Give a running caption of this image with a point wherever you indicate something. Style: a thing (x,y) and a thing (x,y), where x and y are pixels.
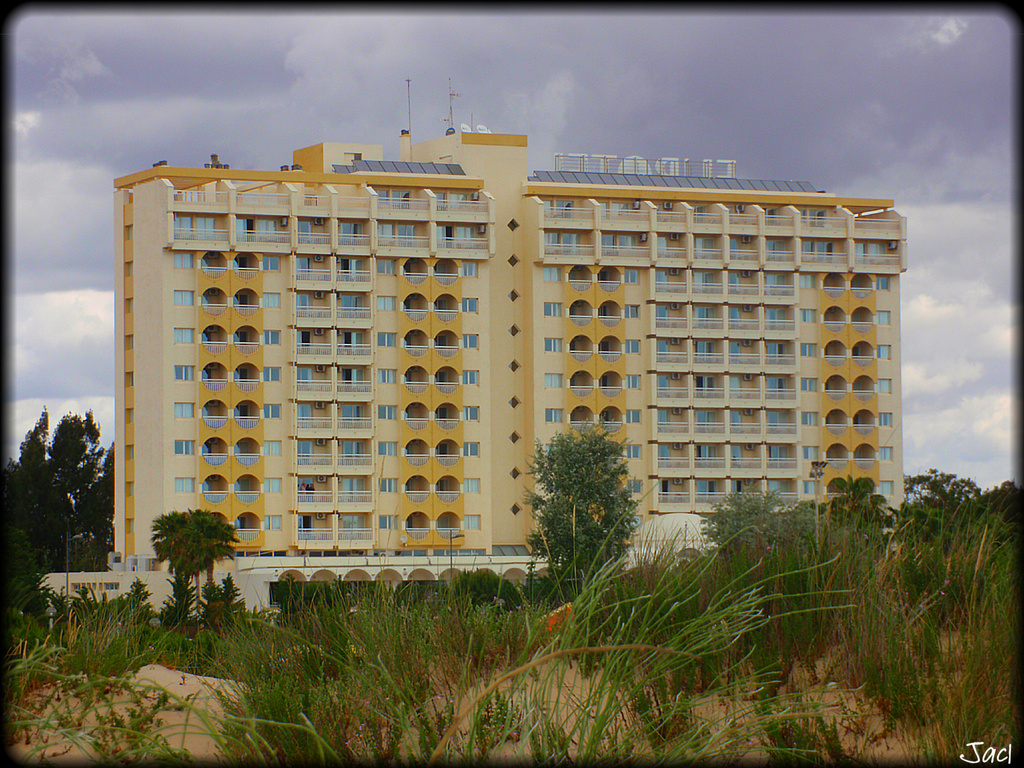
In this I can see building (102,579), in front of building (102,579) I can see trees (46,595) and plants (913,599) and grass (686,643), at the top (385,96) there is the sky (911,96) visible.
